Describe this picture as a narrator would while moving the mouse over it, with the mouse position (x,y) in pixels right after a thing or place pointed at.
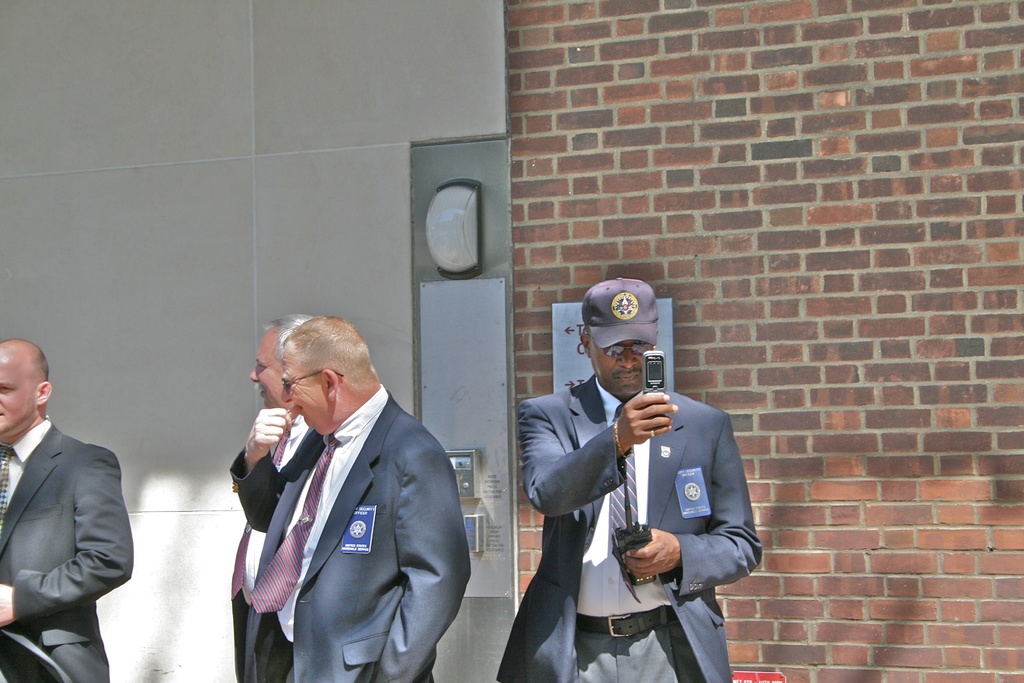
In the picture there are four people (322,660) standing, one man (569,585) is catching a mobile phone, behind them there is a wall (518,516), on the wall (535,336) there is a light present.
